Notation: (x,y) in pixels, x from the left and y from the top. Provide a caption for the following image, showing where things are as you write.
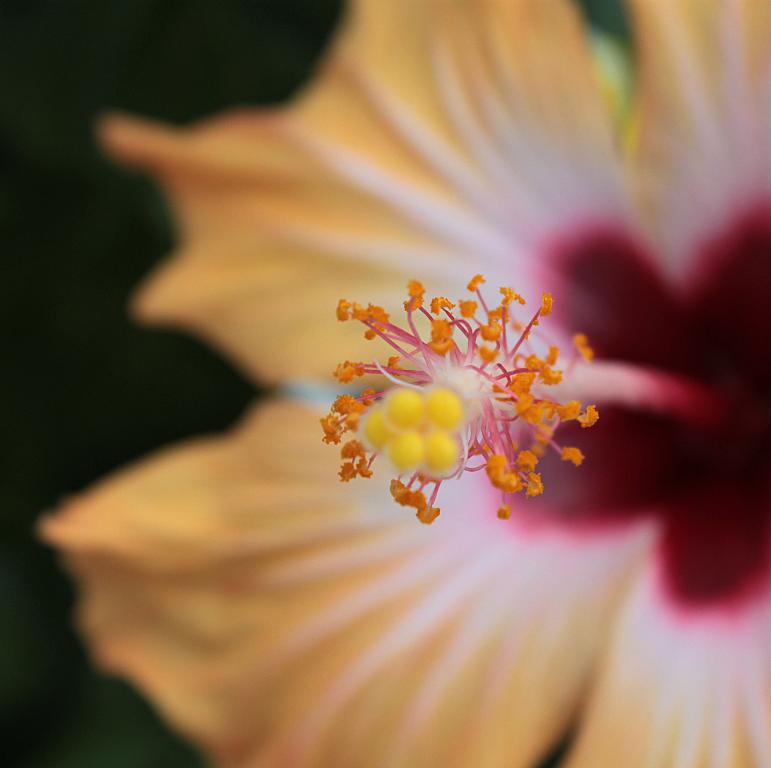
In this image, we can see a flower (632,428) which is in yellow and red color. In the background (87,333), we can see black color.
